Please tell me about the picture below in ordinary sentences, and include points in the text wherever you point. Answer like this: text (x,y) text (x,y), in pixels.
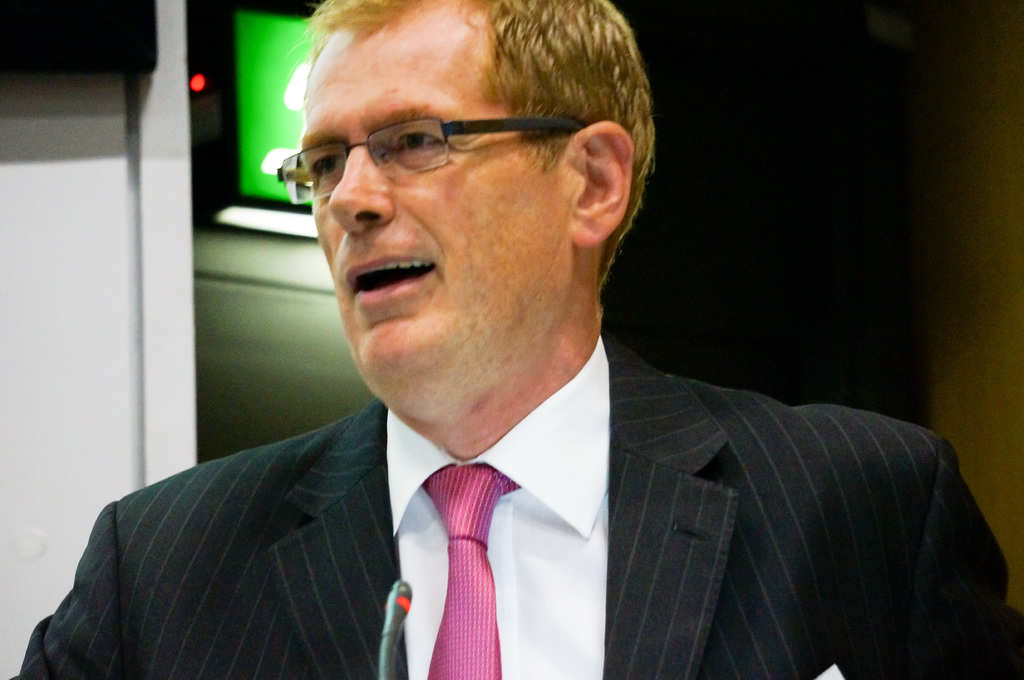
In this image we can see a person (563,376) wearing white shirt (588,527) and black blazer (701,535) and in the background (267,57) there is a green color object (261,115) looks like a board (264,129) and a white color object (186,170) beside the person (511,360).
